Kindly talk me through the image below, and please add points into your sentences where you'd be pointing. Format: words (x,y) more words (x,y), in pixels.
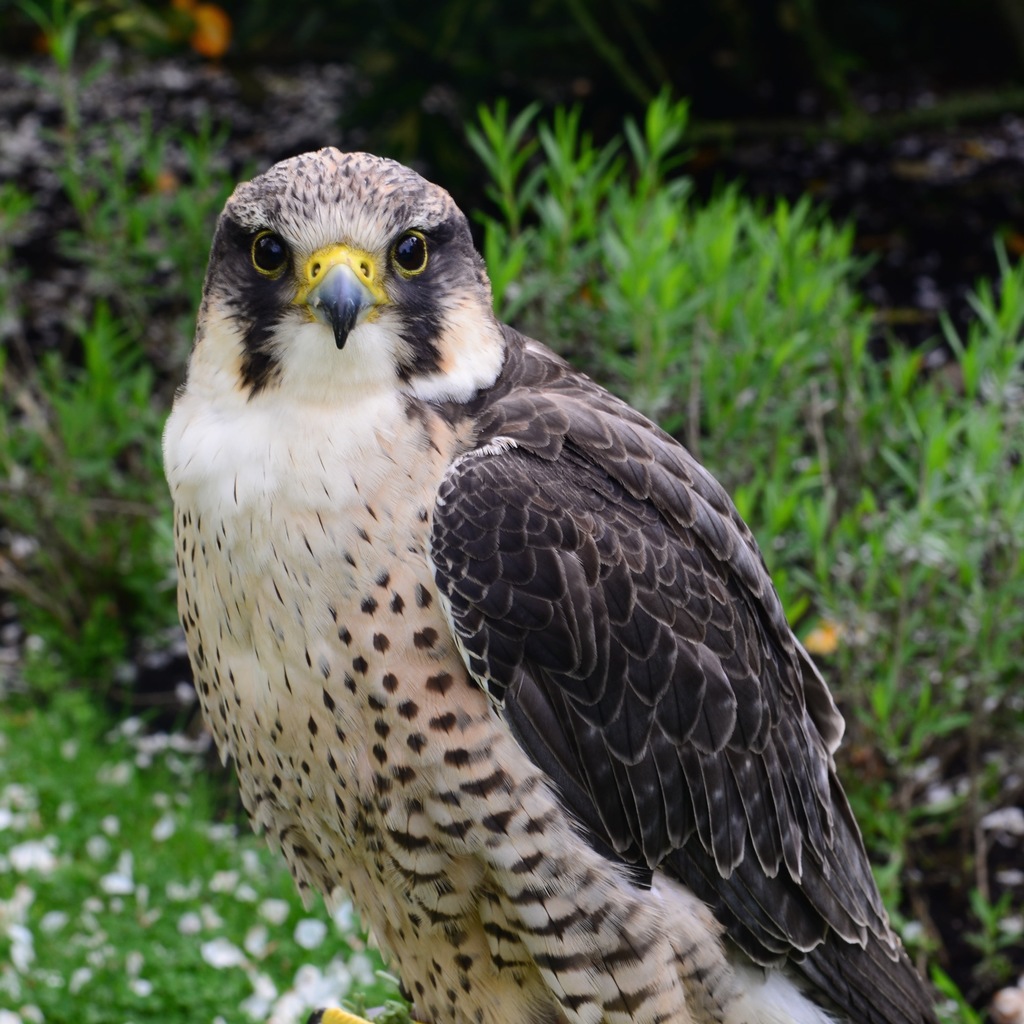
In the foreground of the picture (422,543) there is a falcon (453,574). The background (94,139) is blurred. In the background (157,463) there are plants (120,925), flowers (311,972).
